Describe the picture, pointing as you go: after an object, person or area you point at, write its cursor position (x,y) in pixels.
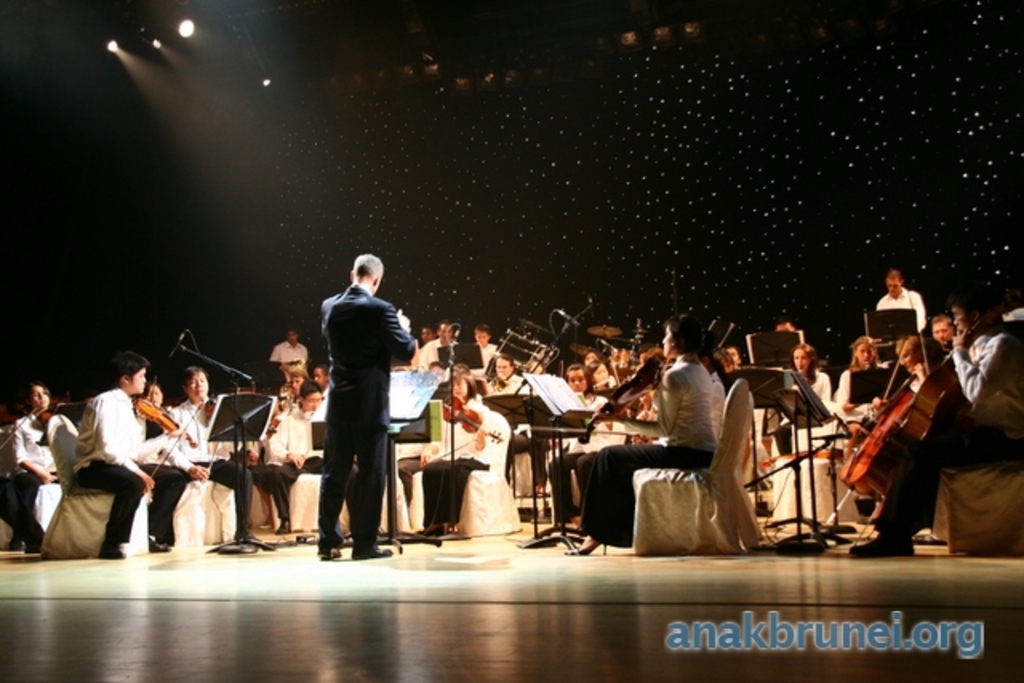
In this picture in the center (370,411) there is a person (370,411) standing and in front of the person (372,379) there is a stand (420,418). In the background (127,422) there are musicians (704,428) sitting and performing, there are lights (153,47) and at the bottom right of the image (830,642) there is some text (922,629). In the background (432,292) there are objects (525,186) which are white in colour.
